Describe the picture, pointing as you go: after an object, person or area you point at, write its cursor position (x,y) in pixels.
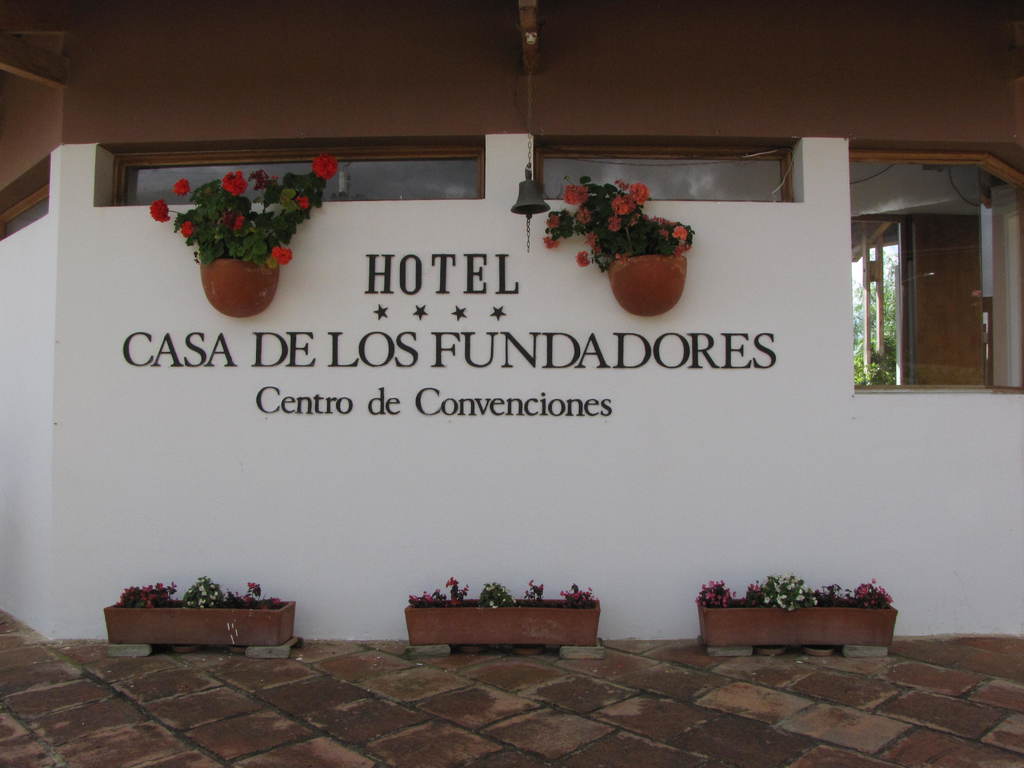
We can see plants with pots (815,634) and flowers (588,594). We can see text (499,386) on a wall (776,380) and windows (911,291), through this window (909,256) we can see leaves (882,366) and door (916,310).
